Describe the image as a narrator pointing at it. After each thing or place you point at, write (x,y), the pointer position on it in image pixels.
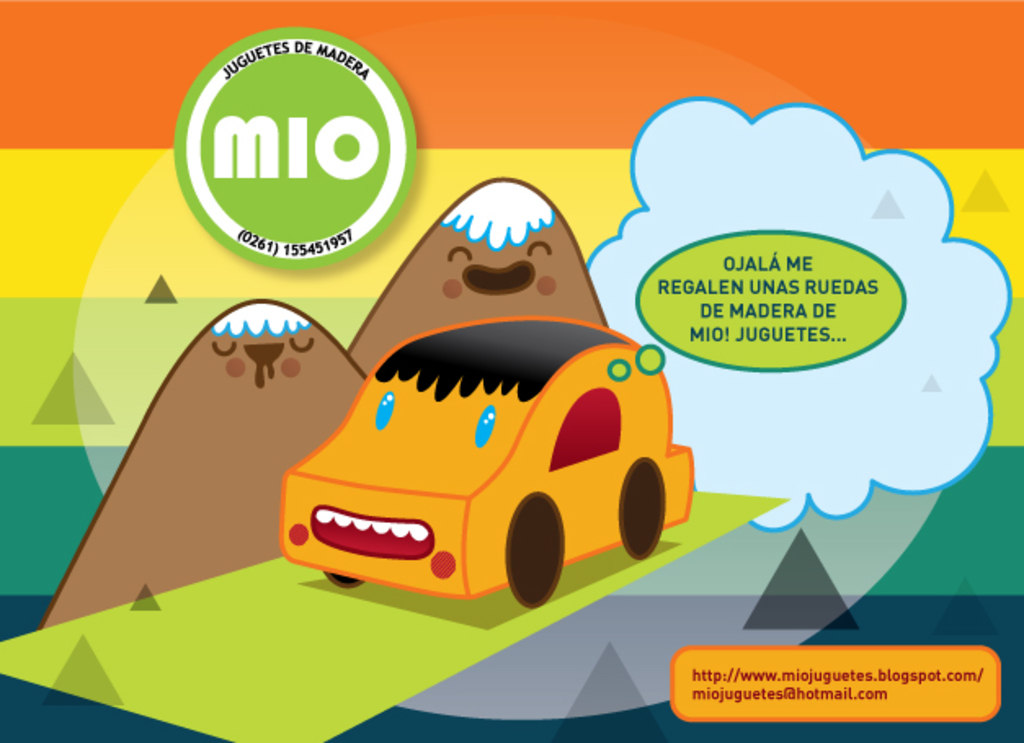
In the image we can see there is a cartoon poster (442,411) in which there is a car (557,471), there are mountains (495,273) and there is a cloud (845,361).
